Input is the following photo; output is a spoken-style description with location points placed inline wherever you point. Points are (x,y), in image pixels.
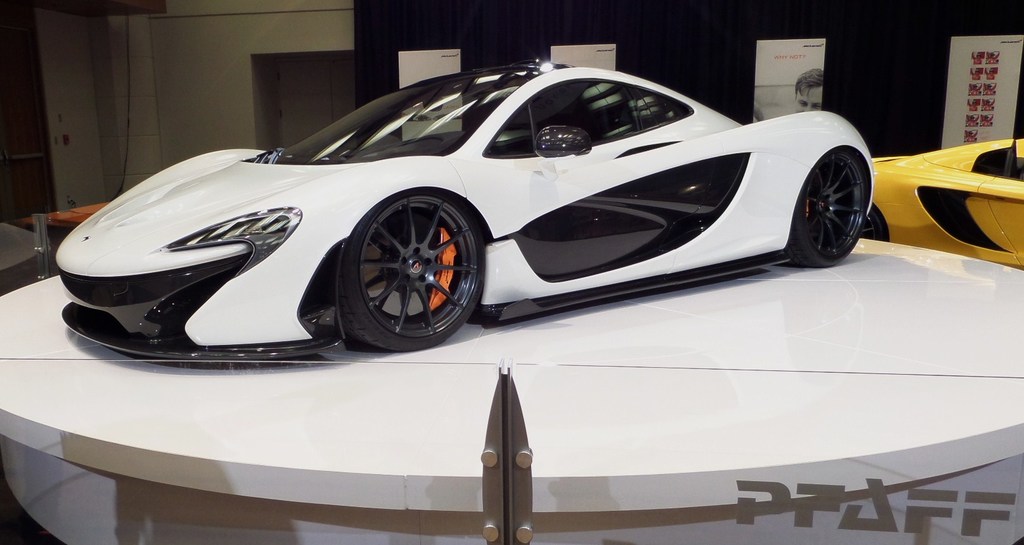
In this image, we can see cars (139,228) on the stands (124,405) and in the background (688,70), there are posters (448,58) on the board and there is a wall (105,171).
